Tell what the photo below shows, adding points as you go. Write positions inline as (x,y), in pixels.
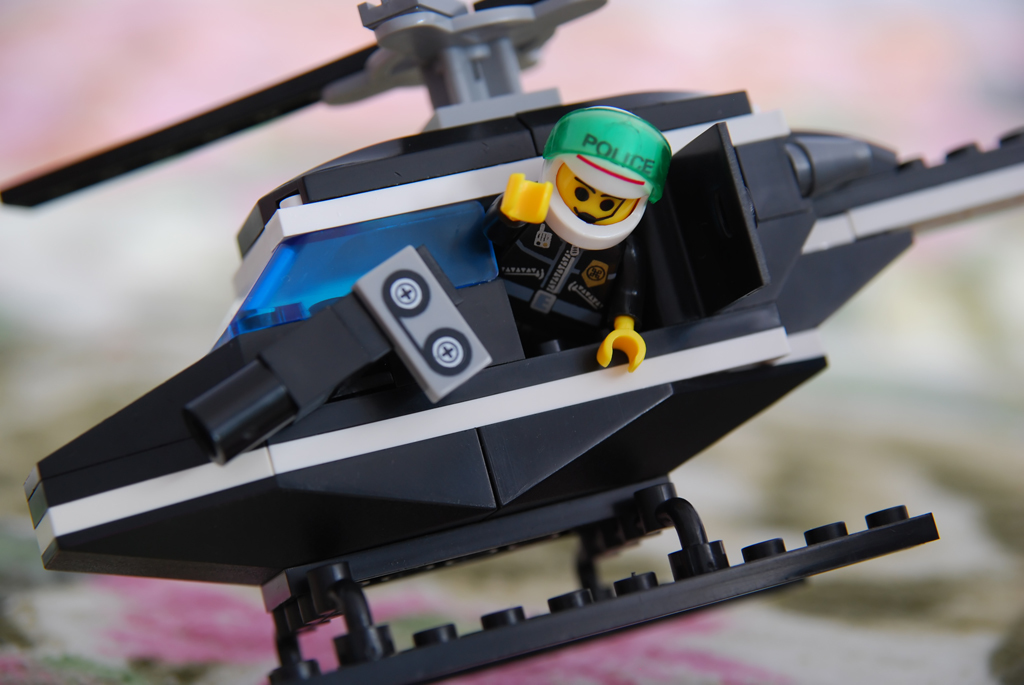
In this picture we can see plastic helicopter (762,113) and toy (565,200) which is kept on the bed (563,679). At the bottom (800,682) we can see bed sheet (833,624).
